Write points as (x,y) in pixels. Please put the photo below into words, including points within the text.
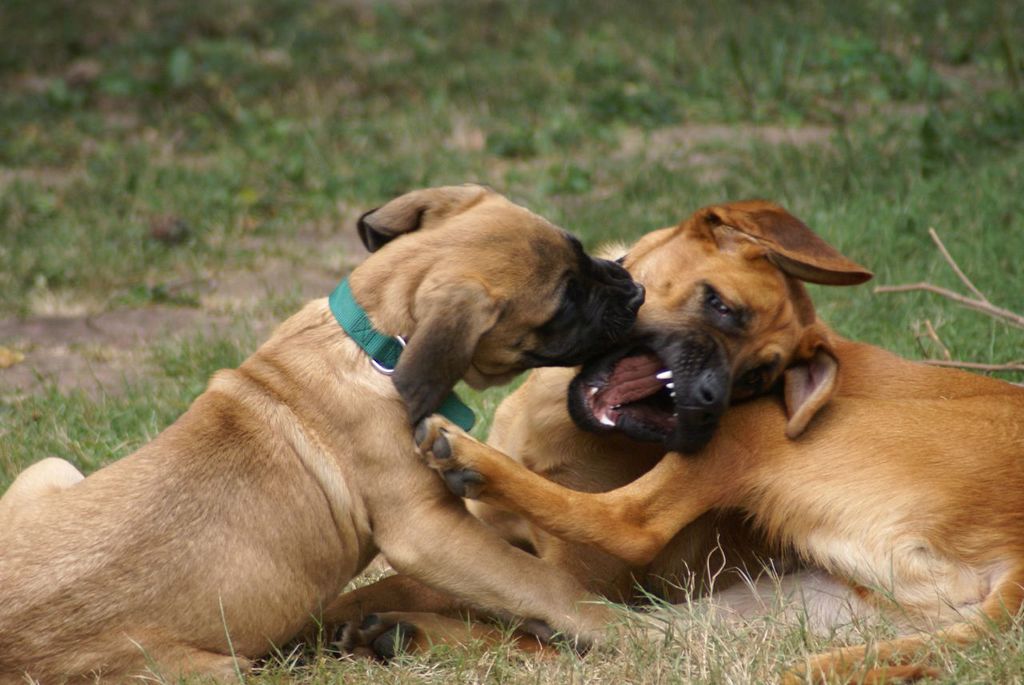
In this image we can see two dogs (821,392) are sitting on the grassy land (644,155).
